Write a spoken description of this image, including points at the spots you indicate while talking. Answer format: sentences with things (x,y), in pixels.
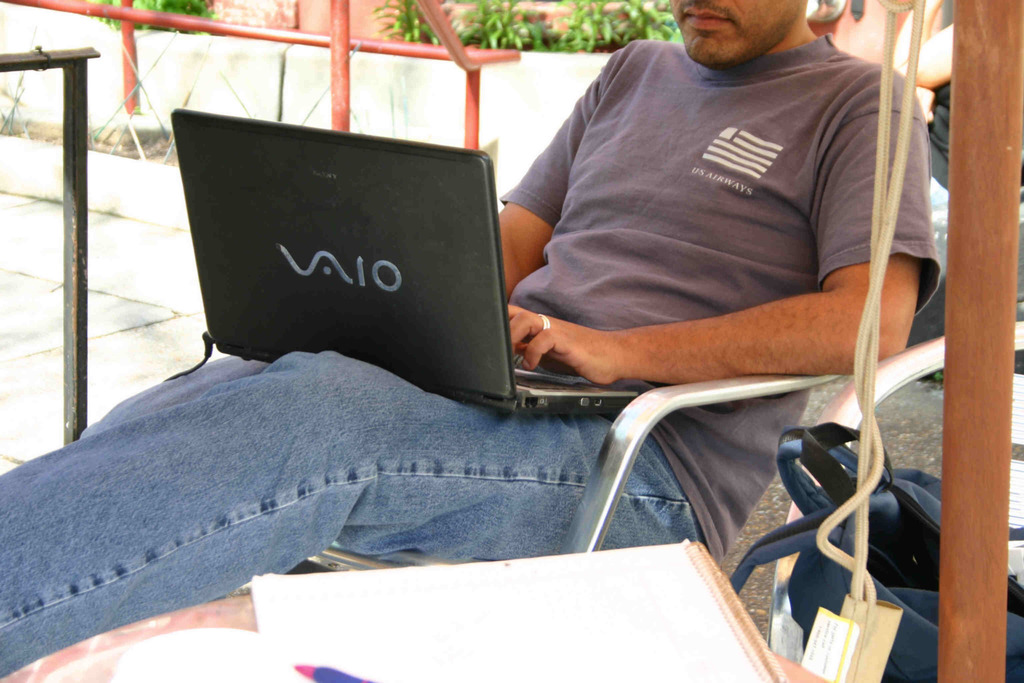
In this picture we can see a man (809,268) sitting on a chair (730,393) with a laptop (437,321) on him, papers (316,625), pen (337,667), bag (879,520), rods (68,136), plants (647,12), floor (141,353) and some objects (808,668).
